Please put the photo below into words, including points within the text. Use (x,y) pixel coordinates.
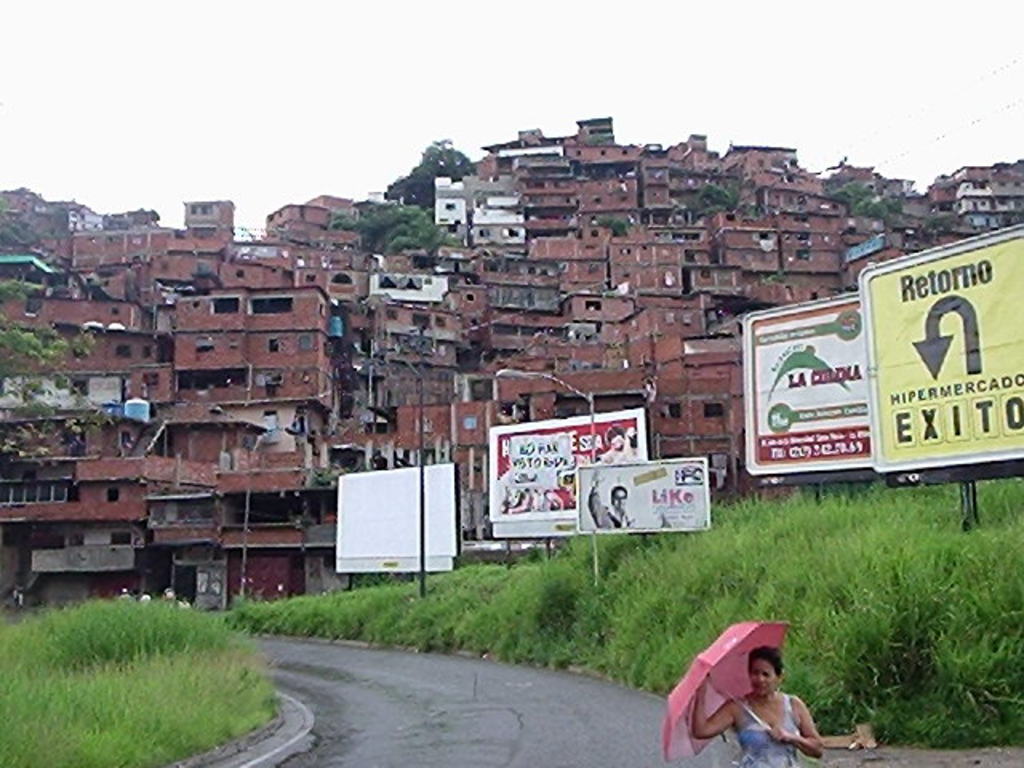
In this picture we can see group of people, few buildings (322,396) and hoardings (628,506), at the right bottom of the image (743,706) we can see a woman (751,708), she is holding an umbrella (685,720), and also we can see grass (695,560) and trees (37,359).
